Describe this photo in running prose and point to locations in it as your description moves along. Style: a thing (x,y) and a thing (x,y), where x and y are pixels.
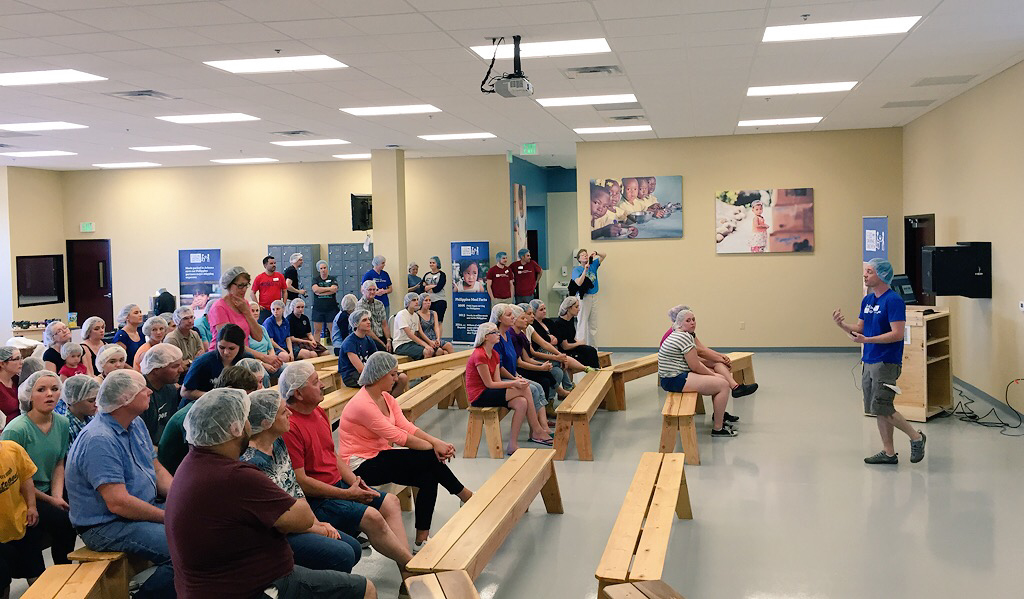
There are few people (196,393) sitting on the benches (424,390) and few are standing and listening to the person (884,360) talking on the right (873,359). In this room (190,210) we can see door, posters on the wall (861,268), hoarding (871,252), projector (502,87) and a table (932,392).
